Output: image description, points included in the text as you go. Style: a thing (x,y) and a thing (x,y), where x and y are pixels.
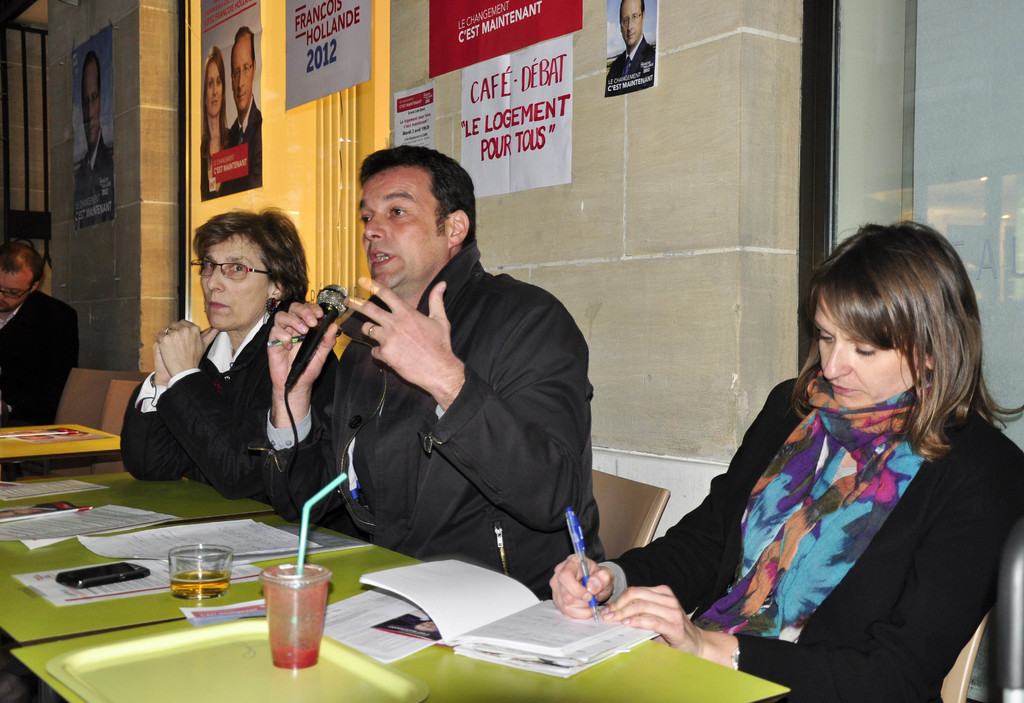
In this image, I can see four persons (654,554) sitting on the chairs (625,540). Among them, I can see a man (413,523) holding a mike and talking. At the bottom of the image (362,643), there are papers (148,541), mobile (108,580), glasses (293,630), plate (218,655) and few other objects (486,650) on a table (543,675). In the background (534,166), there are posters (511,125) attached to a glass door (384,115) and walls (662,146). On the right side of the image (950,183), It looks like a glass window (919,202).
